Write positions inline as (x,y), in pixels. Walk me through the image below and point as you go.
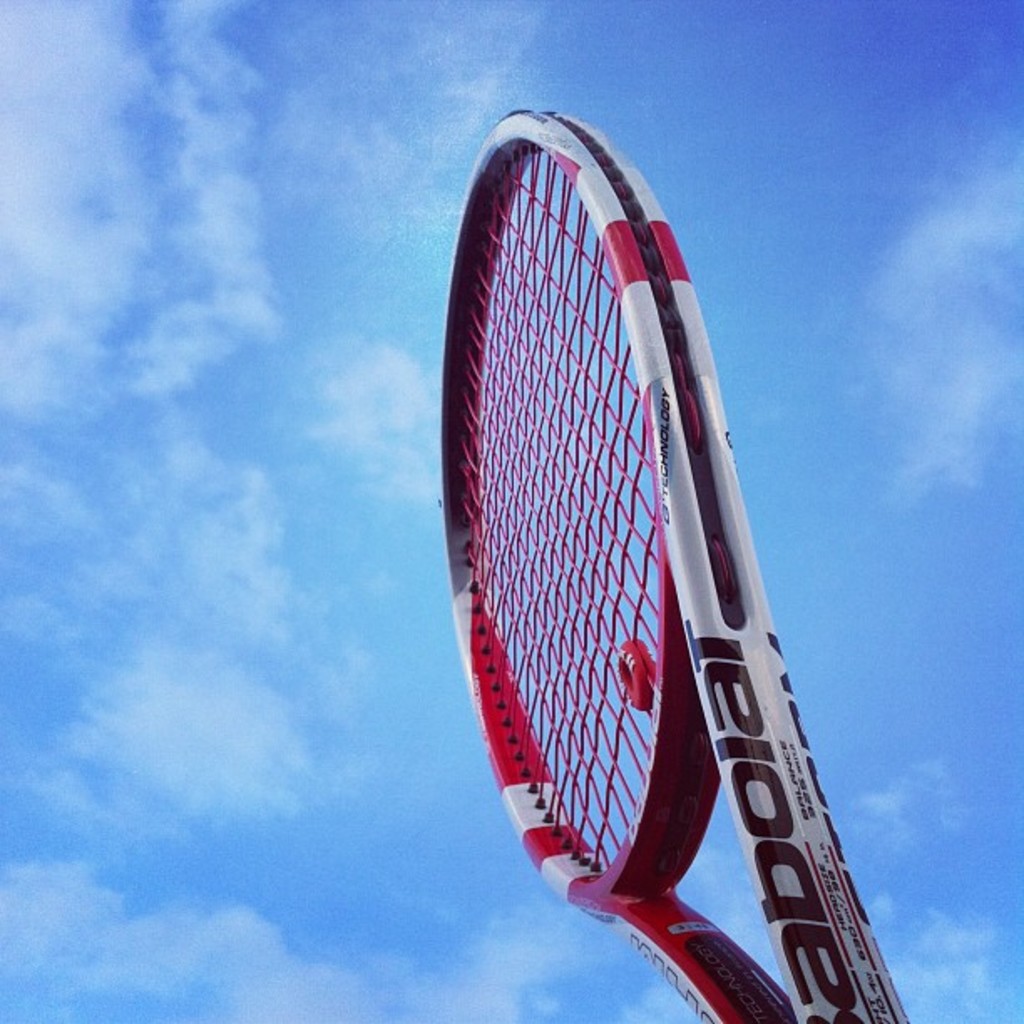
In this image I can see a tennis bat (791,912) which is white, red and black in color. I can see the sky (308,489) in the background (387,489).
